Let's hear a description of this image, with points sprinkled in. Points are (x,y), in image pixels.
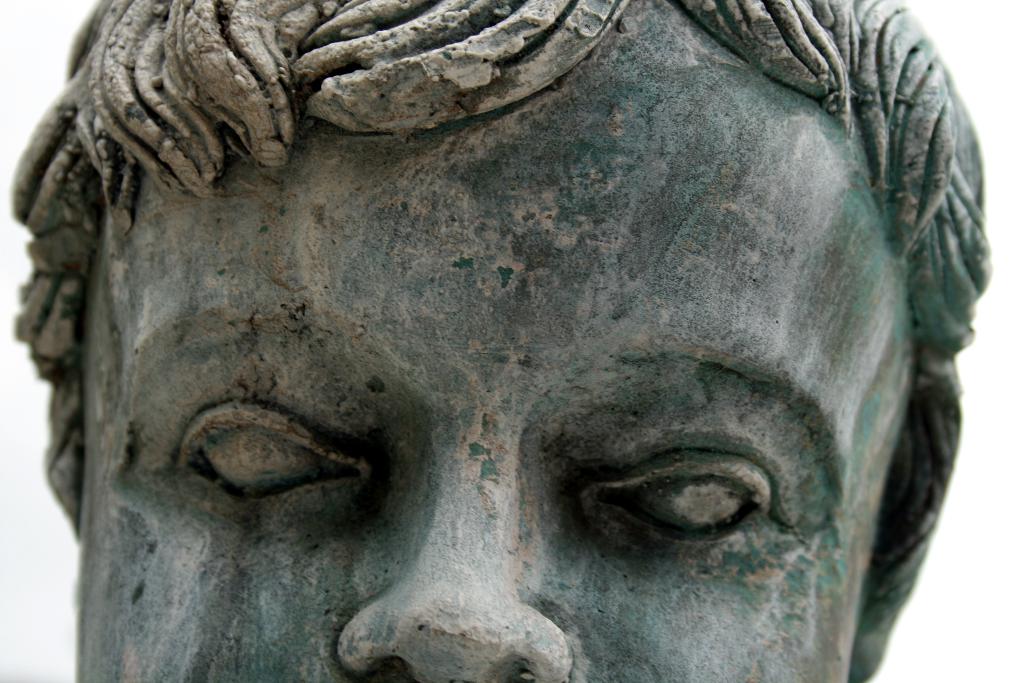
In this image, we can see the statue (631,440) of a person (631,440).
